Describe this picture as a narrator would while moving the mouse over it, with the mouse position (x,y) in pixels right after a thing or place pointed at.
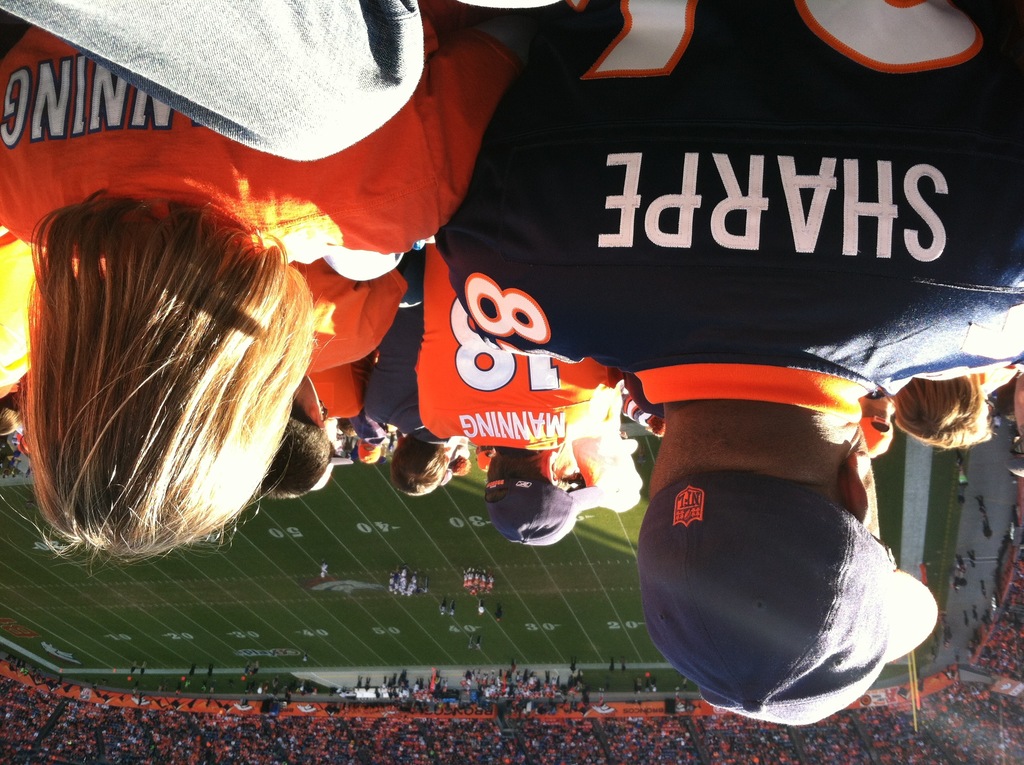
In this picture I can see a group of people (637,322) at the top (824,186), in the middle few persons (402,575) are playing in the ground (476,603). At the bottom (407,668) I can see a lot of people (678,728), it looks like stadium (12,709).
